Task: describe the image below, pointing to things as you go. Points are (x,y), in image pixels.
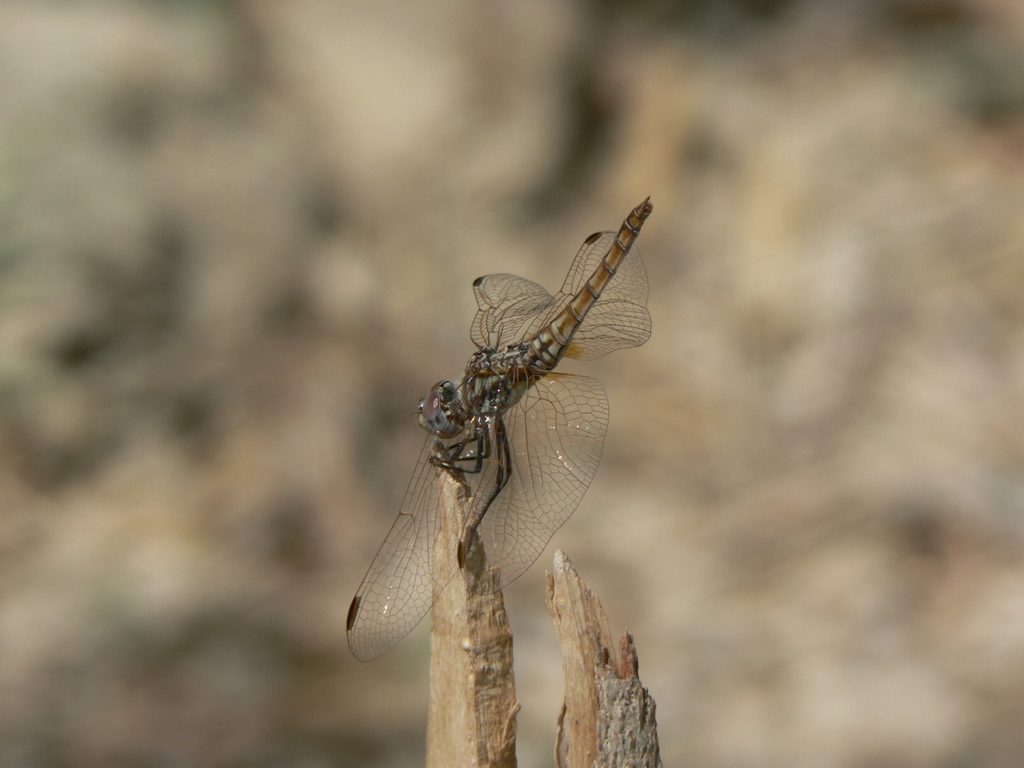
In the center of the image (623,316), we can see a dragonfly (472,550) on the wood (440,561) and the background (364,483) is blurry.
